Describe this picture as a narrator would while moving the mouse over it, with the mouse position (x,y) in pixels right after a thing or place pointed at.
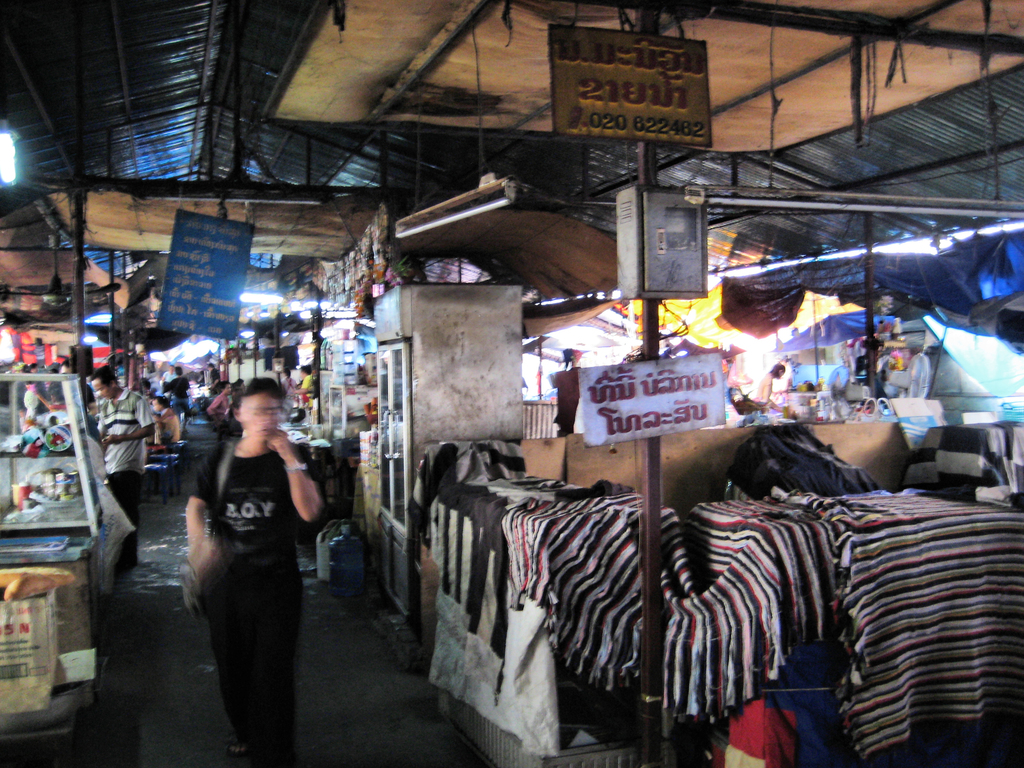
In this image we can see a group of people (214,525) on the pathway (136,630). We can also see some bags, objects (69,479) placed in the racks (14,479), some clothes (874,573), a container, some boards (656,390) with text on it, a table fan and a box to a pole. On the top of the image (296,193) we can see some ceiling lights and a ceiling fan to a roof (297,218).
